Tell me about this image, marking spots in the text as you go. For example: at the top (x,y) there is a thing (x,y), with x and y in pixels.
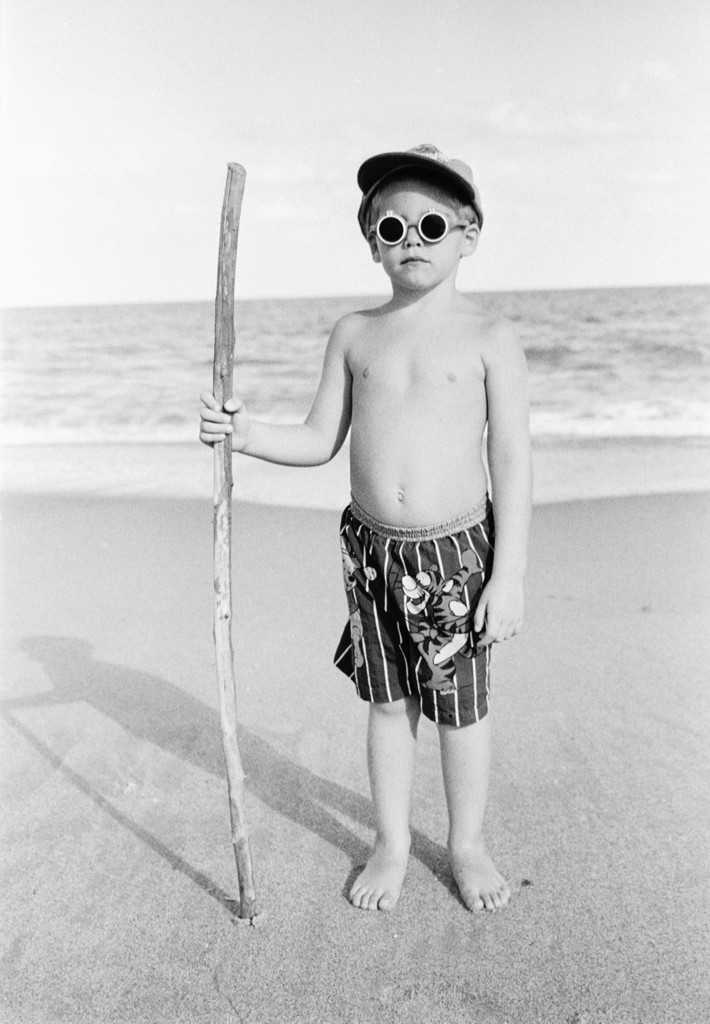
This is a black and white image and here we can see a kid (436,374) wearing glasses (398,221) and a cap (367,192) and holding a stick (222,549). In the background (551,313), there is water (552,331). At the bottom (426,884), there is sand (404,903).
